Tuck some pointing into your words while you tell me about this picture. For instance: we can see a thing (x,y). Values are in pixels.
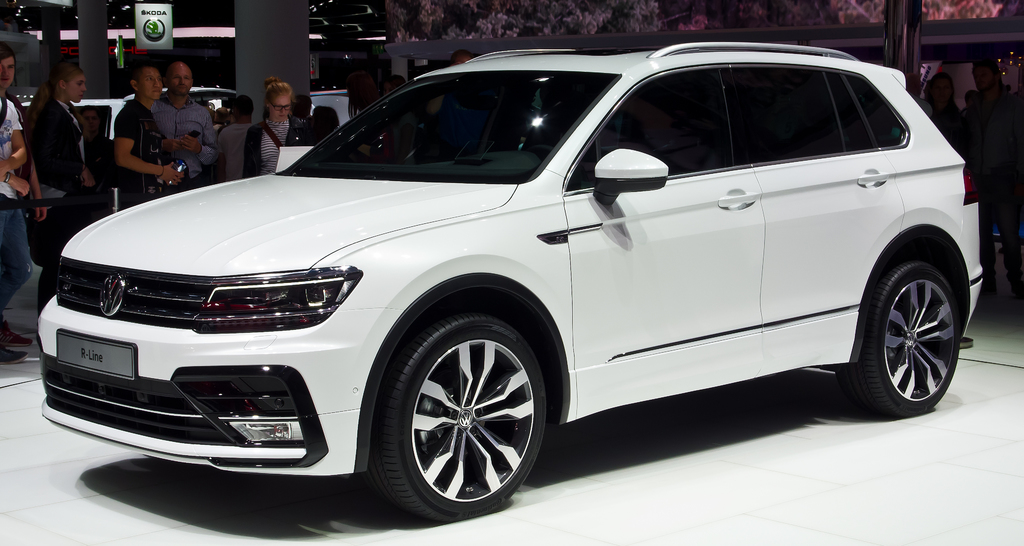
Here in this picture we can see a white colored car (523,177) present on the floor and beside that we can see number of people (129,145) standing and watching it and we can also see hoardings (561,24) present and we can see lights (181,34) present on the roof (347,41).
